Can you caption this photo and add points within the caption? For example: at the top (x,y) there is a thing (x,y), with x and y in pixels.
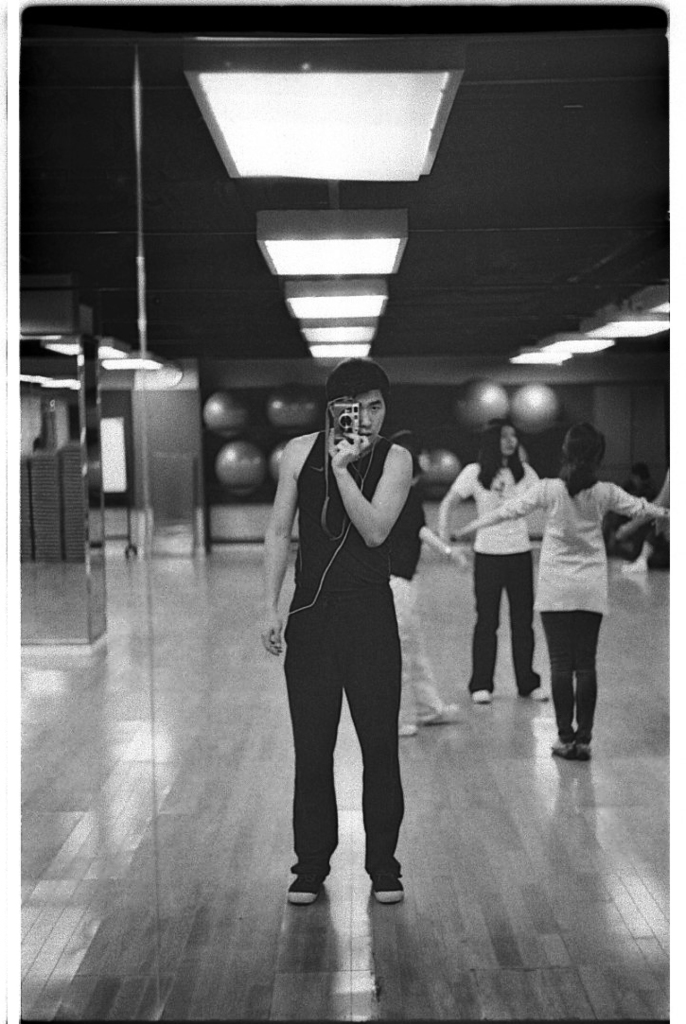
In this image we can see the reflection (582,527) of persons (578,494) in the mirror (198,475). We can also see the man (377,483) wearing the earphones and holding the camera (347,410) and standing on the floor (430,865). In the background (229,462) we can see the balls (243,489), wall (226,441) and also women (516,552). At the top (261,142) we can see the ceiling lights (329,159) and also the ceiling (585,299).
